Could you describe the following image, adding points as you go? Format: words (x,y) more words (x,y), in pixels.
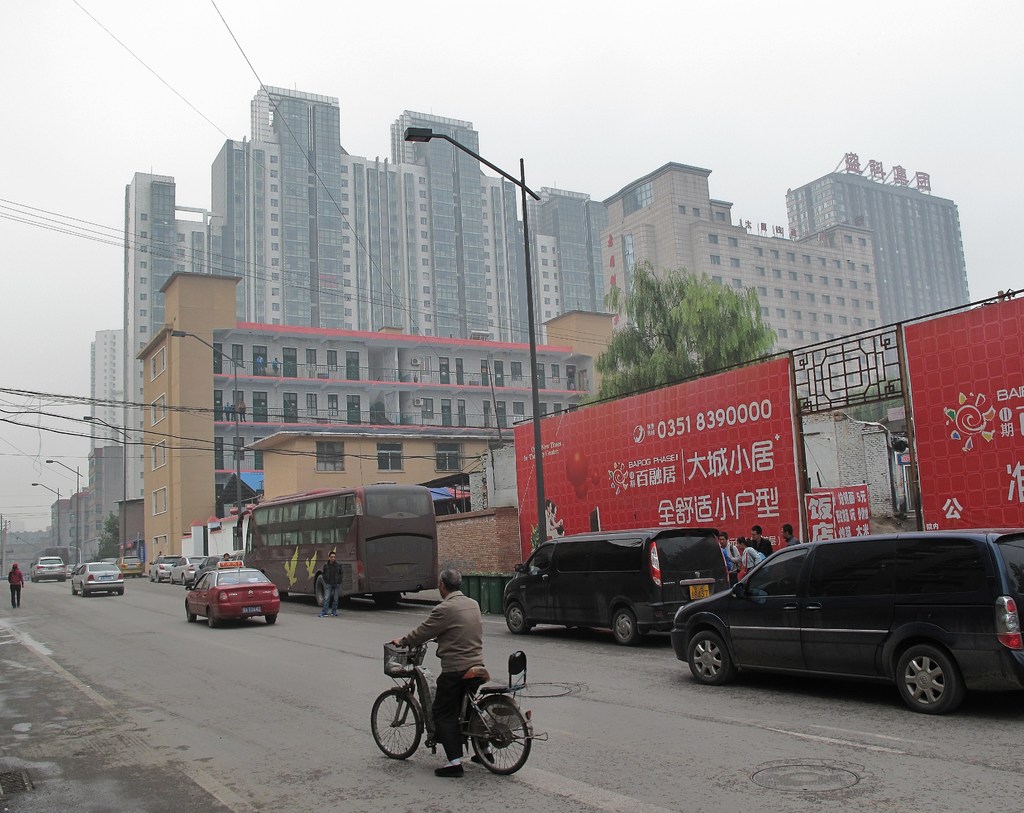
In this image we can see many buildings (563,323). There is a tree (715,348) in the image. A person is riding a bicycle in the image. A person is walking on the road (420,790) in the image. There are few advertising boards (941,420) and street lights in the image. There are many electrical cables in the image. There are many vehicles (645,548) in the image.
